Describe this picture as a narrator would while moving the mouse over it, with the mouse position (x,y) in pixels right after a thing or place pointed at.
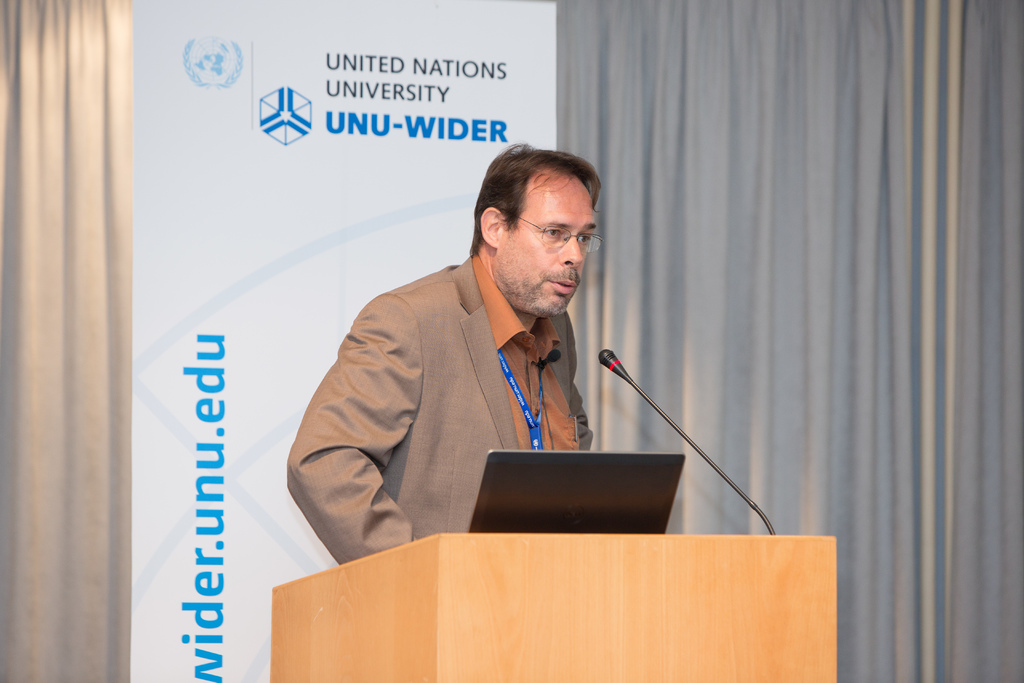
In this image we can see a person (433,532) is standing in front of the podium (433,615) and speaking. On podium (552,538) laptop (551,507) and mic (639,390) is there. Behind one banner (282,189) is there and curtain (856,203) is present.
